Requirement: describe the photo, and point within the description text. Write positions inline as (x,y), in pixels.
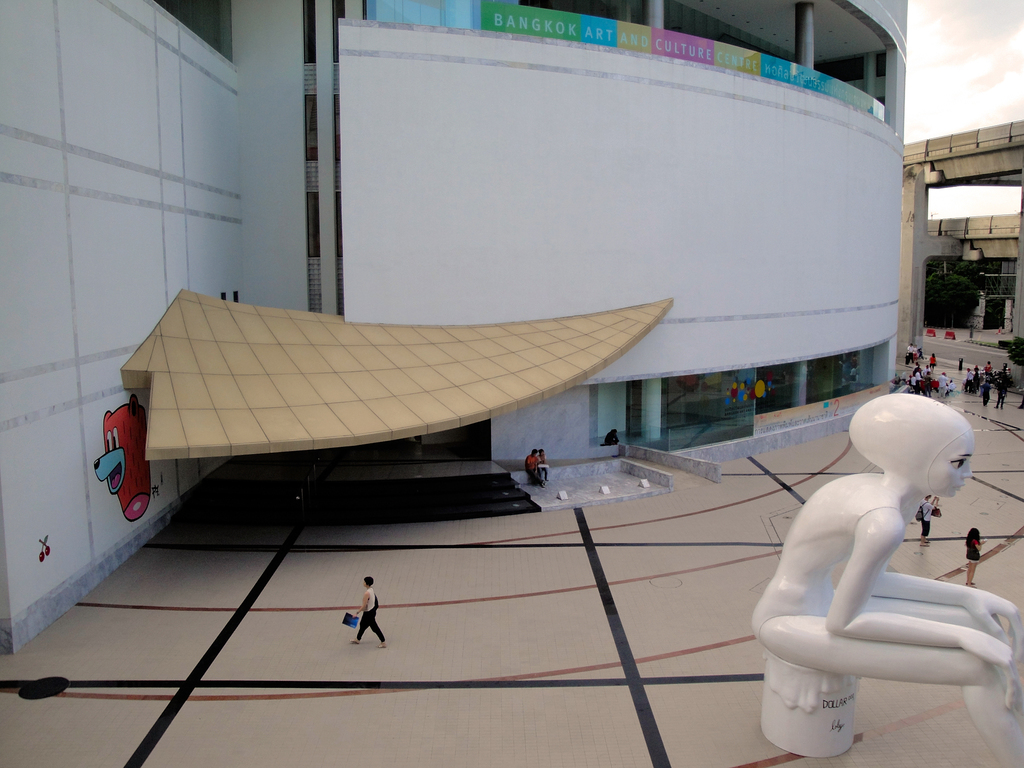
At the bottom of the image (480,642) on the floor (971,493) there are many people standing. On the right side of the image (890,442) there is a statue (878,528). And in the image there is a building (262,214) with walls (555,79), pillars (652,422), glass walls (749,400) and also there are steps (508,490). On the left side of the image (177,490) there is a wall (76,534) with few images (114,454) on it. And on the right side of the image (917,179) there are pillars (944,252) and also there are trees (946,291).
